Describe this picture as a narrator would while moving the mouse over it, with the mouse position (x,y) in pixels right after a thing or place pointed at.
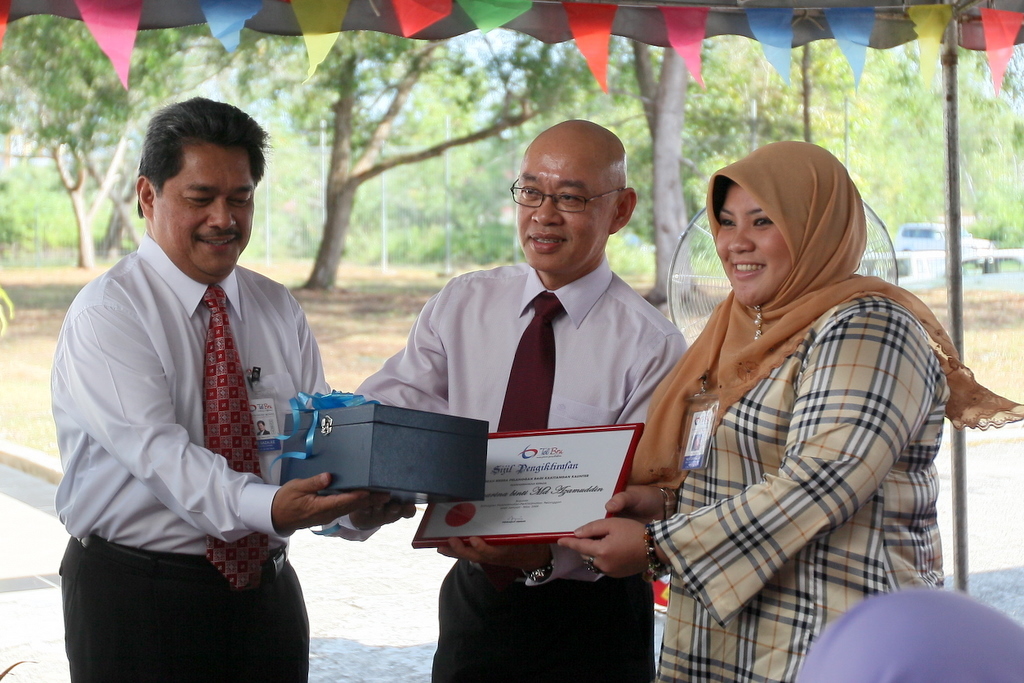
In this image, we can see people (736,540) and some are wearing ties (524,345) and id cards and are holding objects (573,442). In the background (476,178), there are trees (352,150), flags (695,31), poles (952,220), a vehicle (940,226) on the road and there is a table fan (708,274).
